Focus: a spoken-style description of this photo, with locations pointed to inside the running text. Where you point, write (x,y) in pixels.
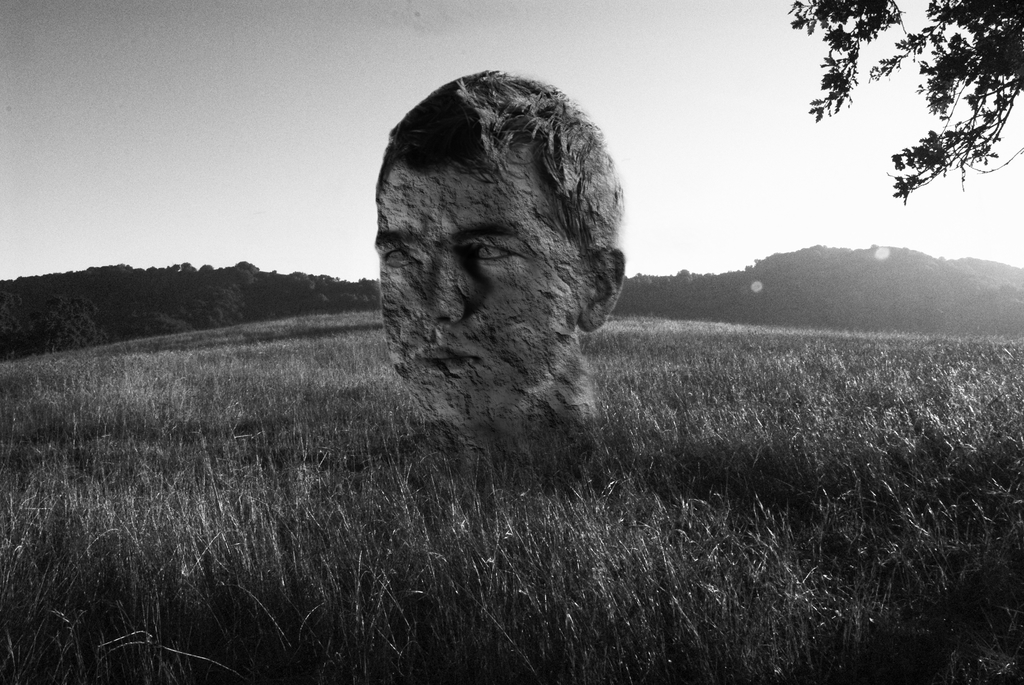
It is a black and white image. In this image we can see the depiction of a person (541,431). We can also see the grass (417,430), hills (914,307), trees (712,306) and also the sky (49,113).
